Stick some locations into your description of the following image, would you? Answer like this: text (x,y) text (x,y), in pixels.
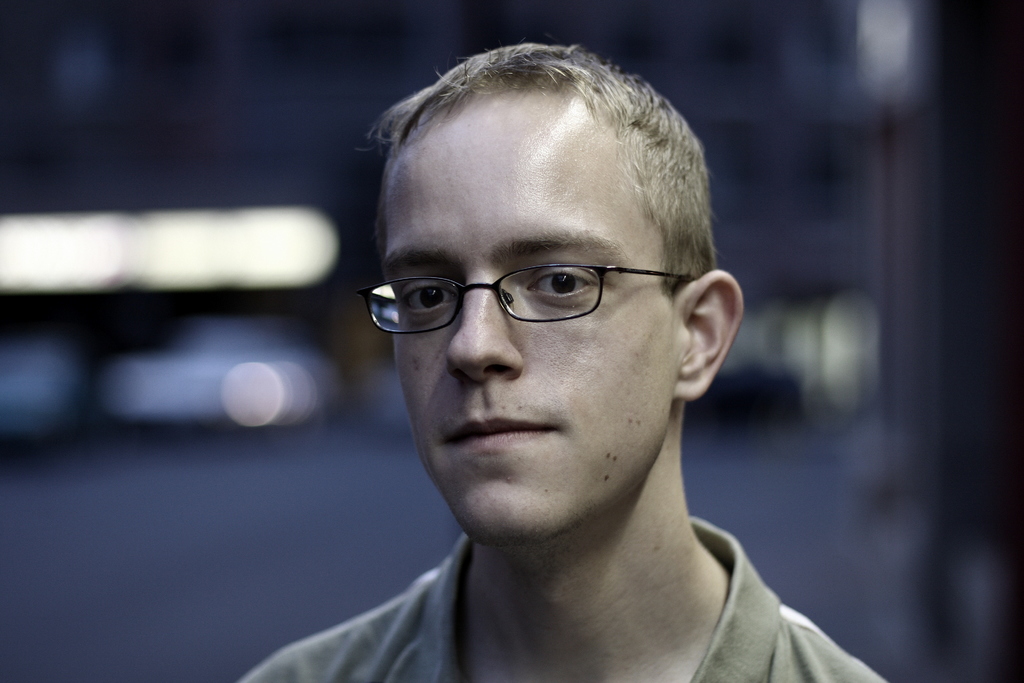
Here a man (476,80) is looking at this side. He wore a t-shirt (753,584), spectacles (513,317).
